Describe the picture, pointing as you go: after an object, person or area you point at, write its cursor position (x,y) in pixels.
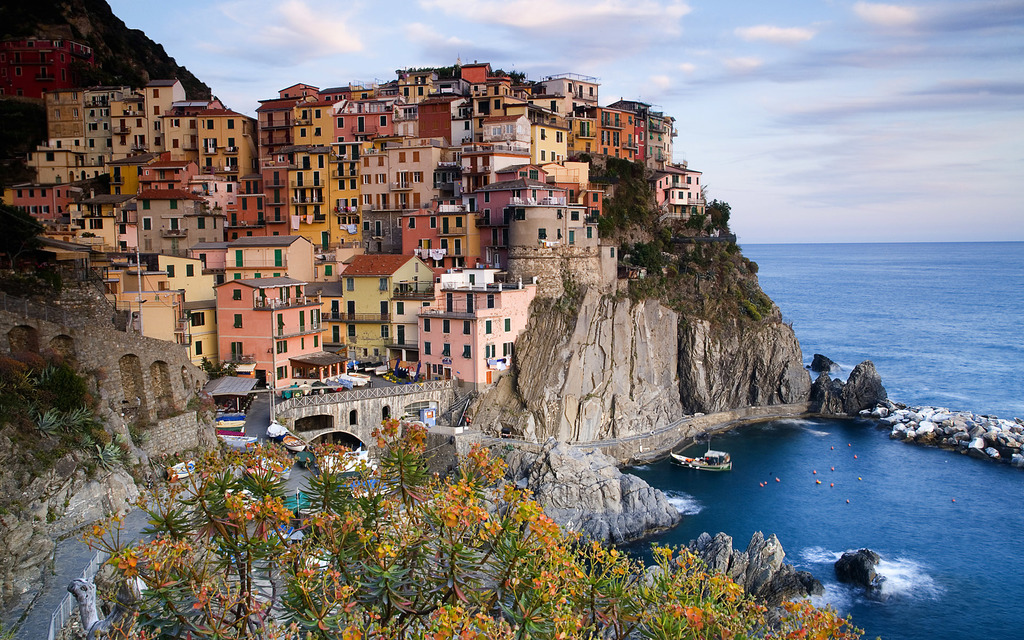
In the foreground of the picture (309,541) there are trees (565,564), water body (830,460), road (87,565) and mountain (11,516). In the middle of the picture (610,303) there are buildings (538,222), trees (643,240), mountain (668,360), boat (709,456) and water body (856,311). At the top (438,48) it is sky (438,48).
